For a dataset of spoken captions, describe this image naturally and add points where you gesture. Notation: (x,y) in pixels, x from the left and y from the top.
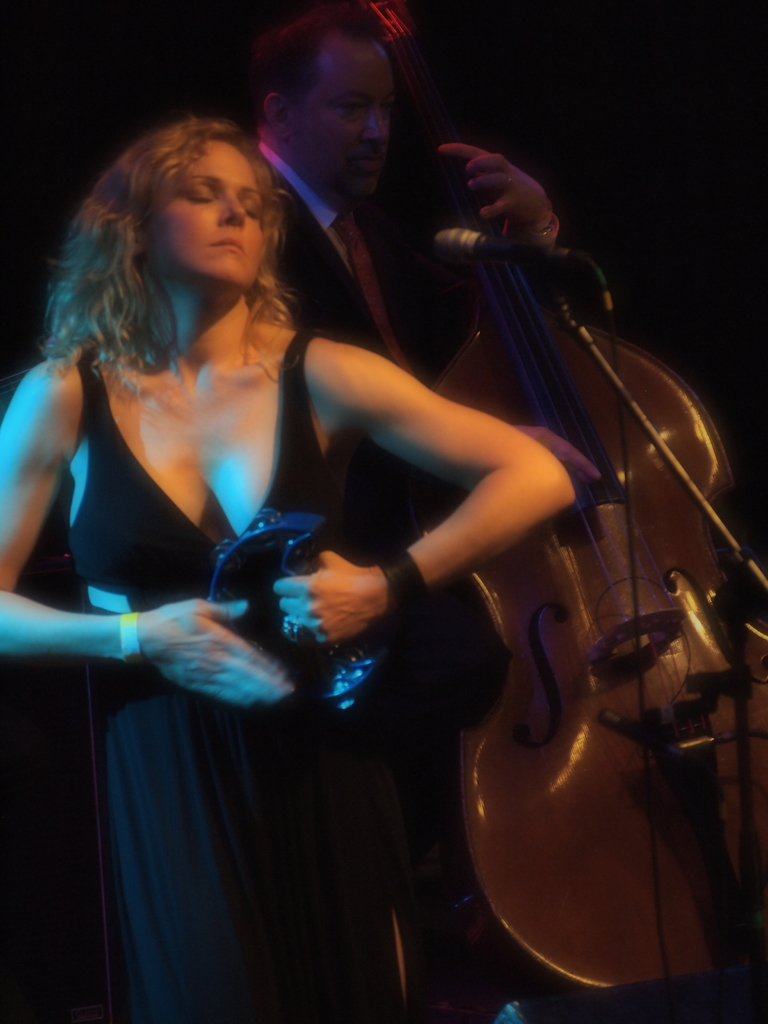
In the image there is a woman (233,794) in black dress (256,933) holding a music instrument (283,529), behind her there is another man (398,323) in suit (383,214) playing double bass (533,386).
